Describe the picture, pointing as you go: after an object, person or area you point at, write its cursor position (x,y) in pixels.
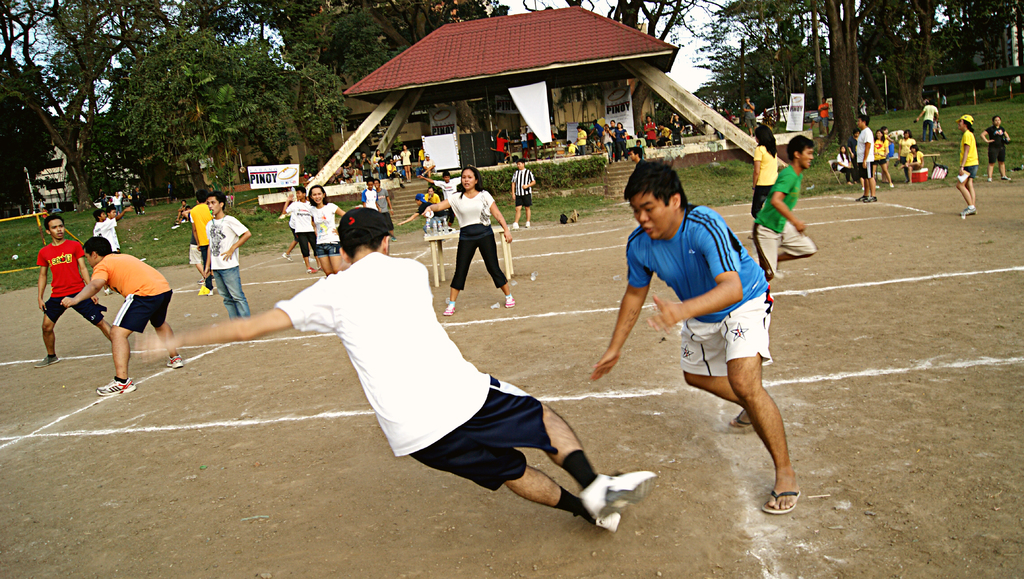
There are people (774,250) playing in the ground (167,484) as we can see at the bottom of this image (866,388). We can see trees (319,106), stage (568,115) and some people (403,159) are present in the background (618,142).
